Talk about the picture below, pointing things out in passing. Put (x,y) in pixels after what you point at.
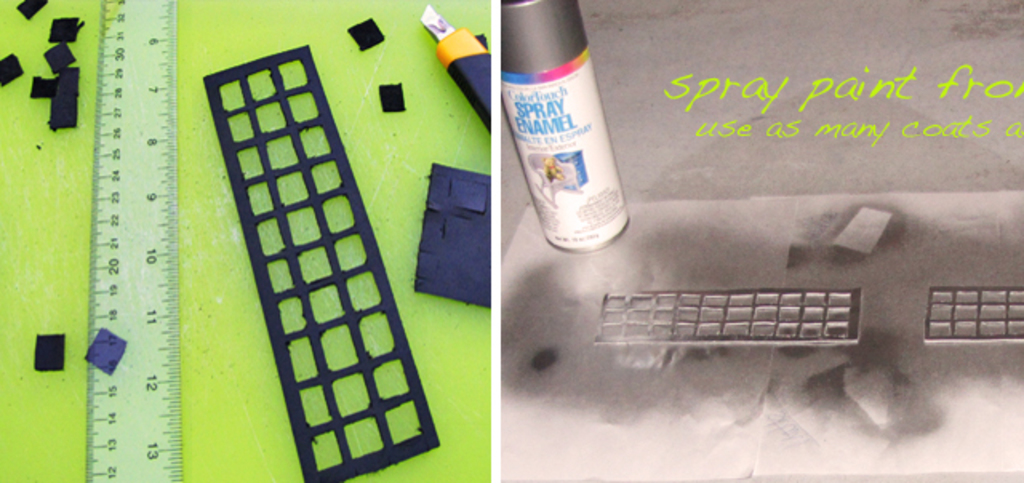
This image is collage of two different images. To left (325,282) there are scales (174,248), pieces of paper (310,185) and a cutter (442,58). To the right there is a bottle (621,209). There is text (568,121) on the bottle (568,138). Beside the bottle (569,95) there is text (866,127) on the image.
